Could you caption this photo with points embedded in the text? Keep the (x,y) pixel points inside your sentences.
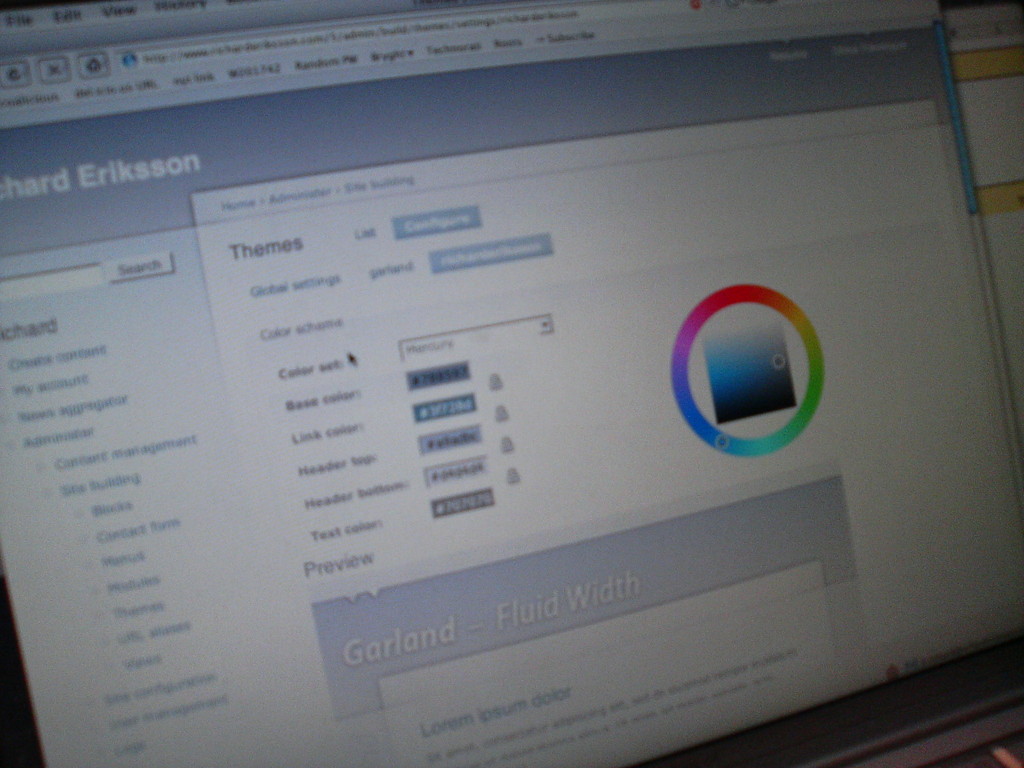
In this image I can see screen (334,221) of a monitor (658,427) and in it I can see something is written. I can also see few colours over here.
